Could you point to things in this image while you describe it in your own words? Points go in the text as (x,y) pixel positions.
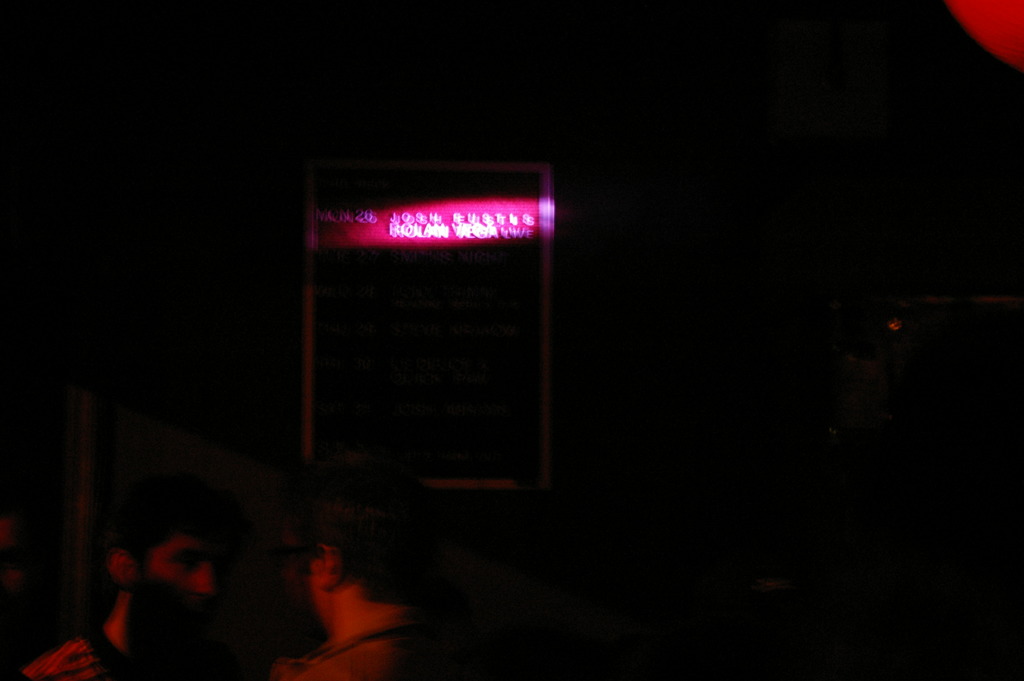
In the image on the left bottom (128,580) we can see two persons (381,625). In the background (314,313) we can see sign board (491,248). On sign board (388,237), we can see something written on it.
